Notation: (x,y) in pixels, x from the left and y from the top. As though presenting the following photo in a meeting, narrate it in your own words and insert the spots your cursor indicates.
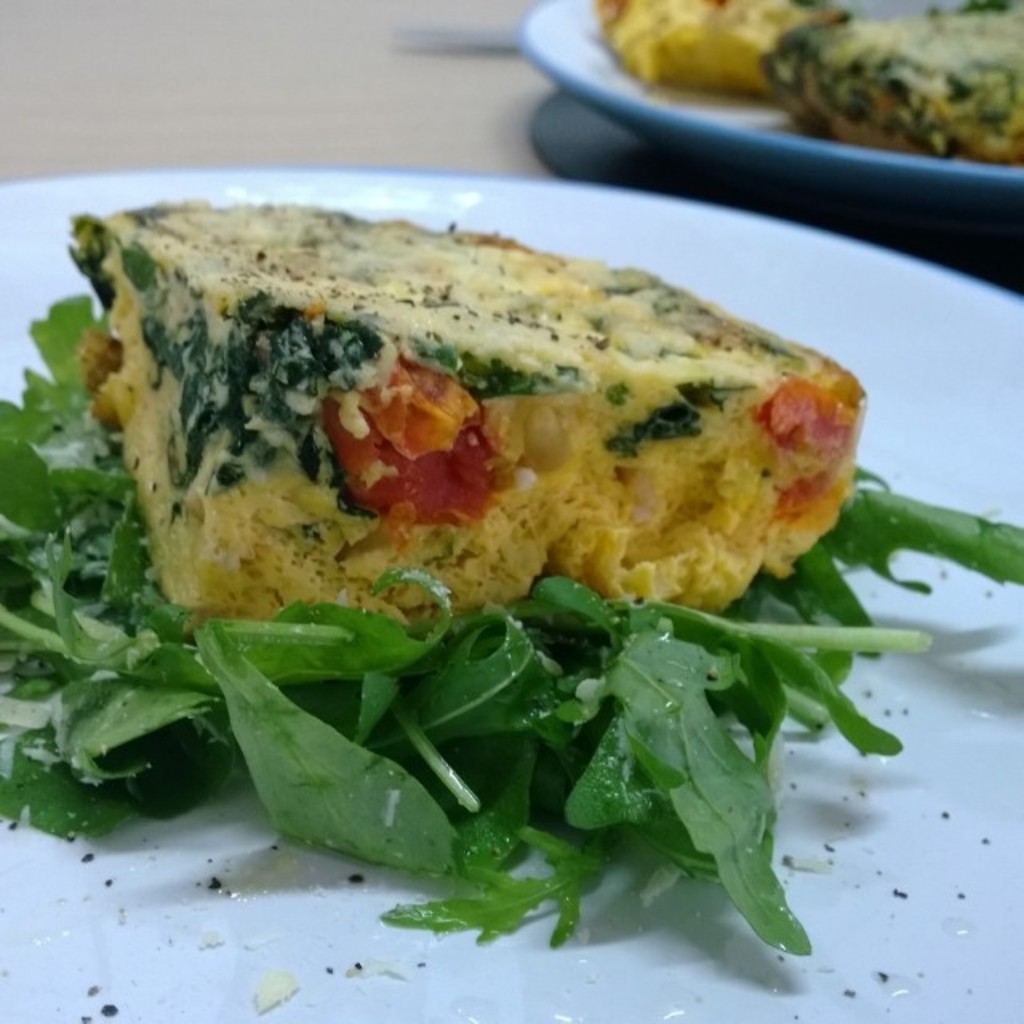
On this surface (476,72) there are plates (962,419) with food (693,583).
